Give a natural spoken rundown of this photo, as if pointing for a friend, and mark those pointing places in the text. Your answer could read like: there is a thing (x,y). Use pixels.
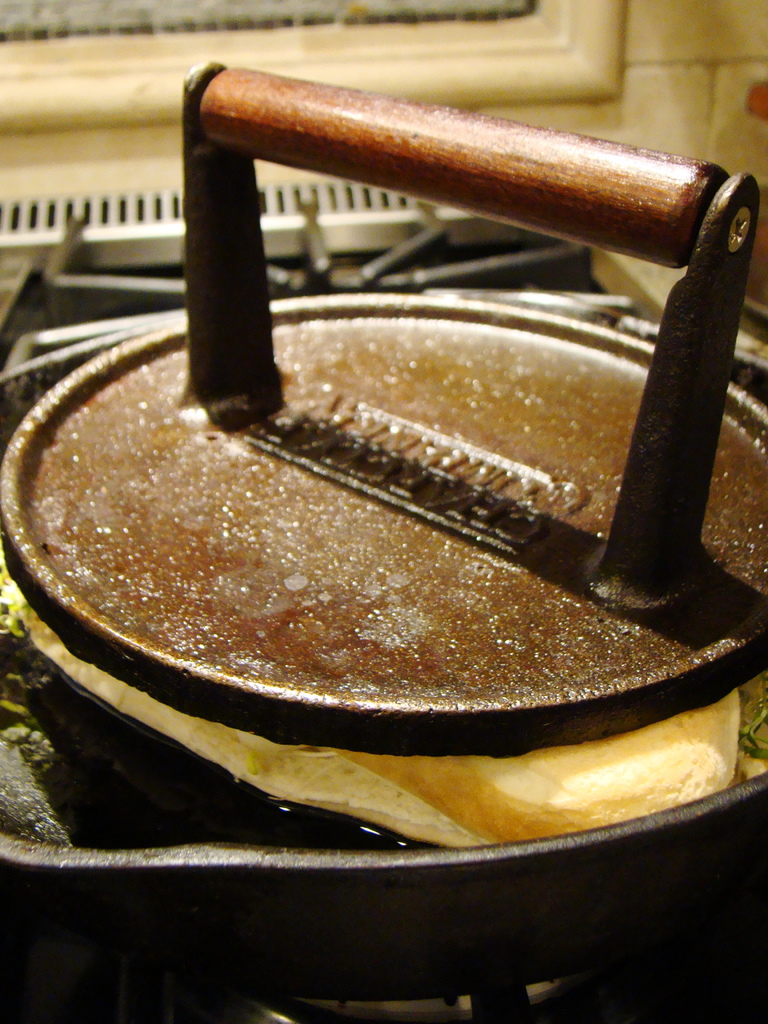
In this image I can see a brown colored metal object (334,562) on the cream colored which is in the bowl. I can see the bowl (431,844) is on the gas stove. In the background (603,31) I can see the black colored grill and the cream color wall (601,21).
